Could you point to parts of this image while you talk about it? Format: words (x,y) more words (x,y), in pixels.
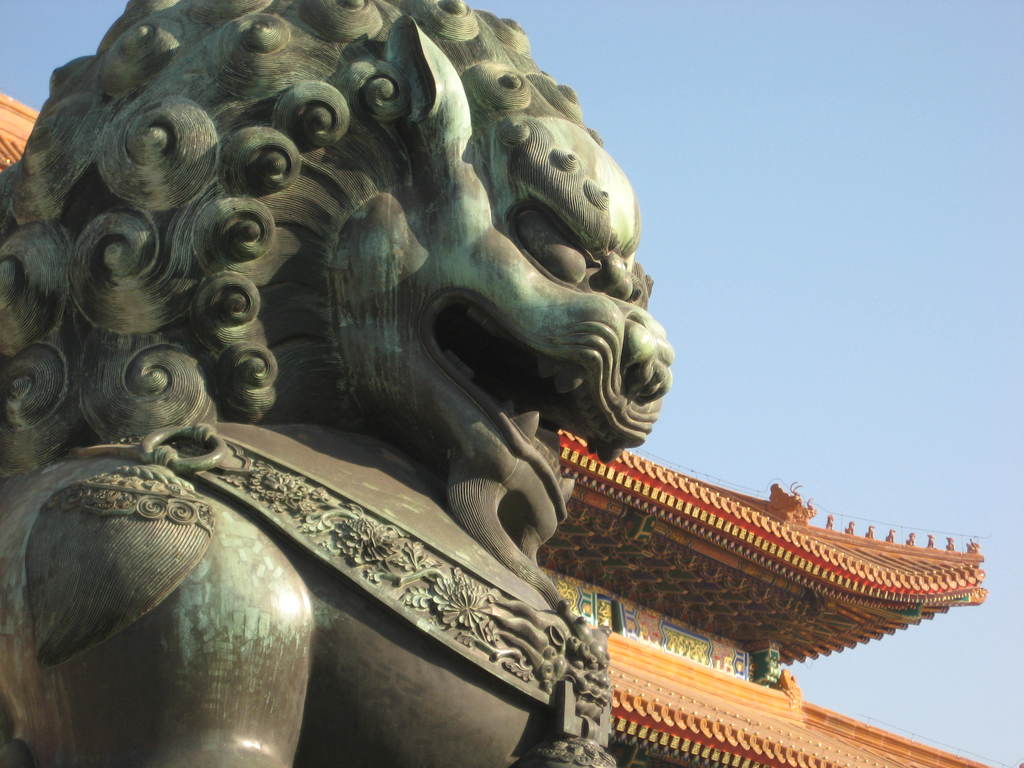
In this image I can see the statue (180,405) which is in green and grey color. In the background (637,702) I can see the building (697,716) which is in red and brown color. And there is a sky (722,276) in the back (747,216).
